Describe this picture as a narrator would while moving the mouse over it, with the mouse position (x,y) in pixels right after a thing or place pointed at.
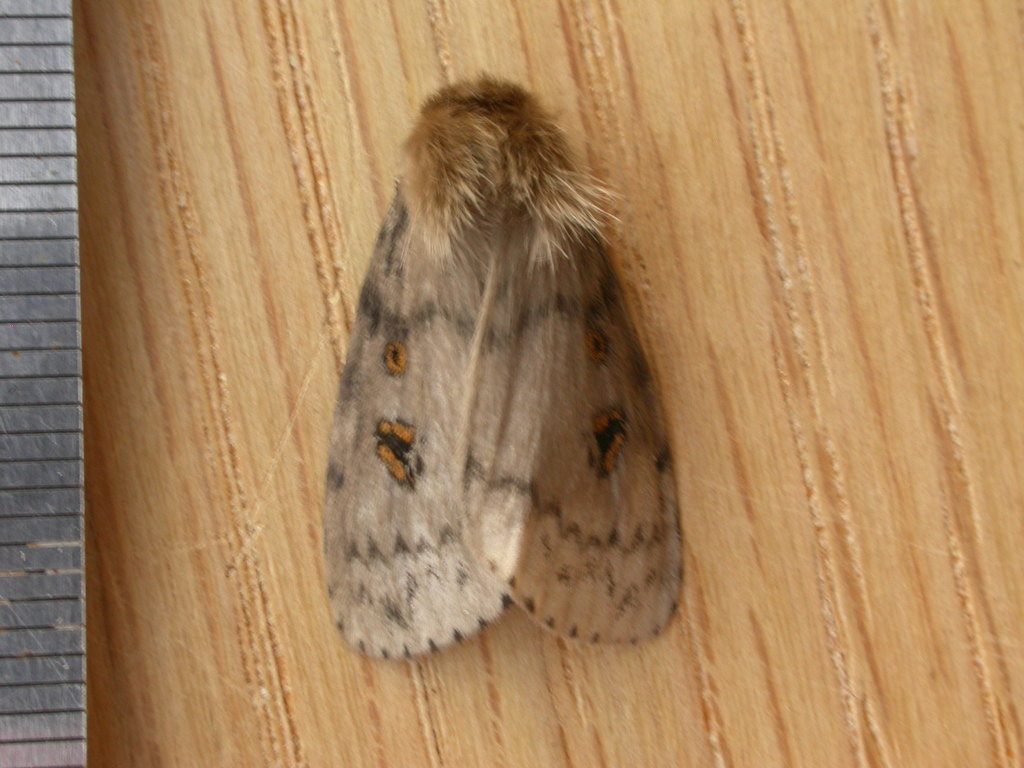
In the foreground (567,435) I can see an insect (551,456) on the floor (285,501). This image is taken may be in a room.
